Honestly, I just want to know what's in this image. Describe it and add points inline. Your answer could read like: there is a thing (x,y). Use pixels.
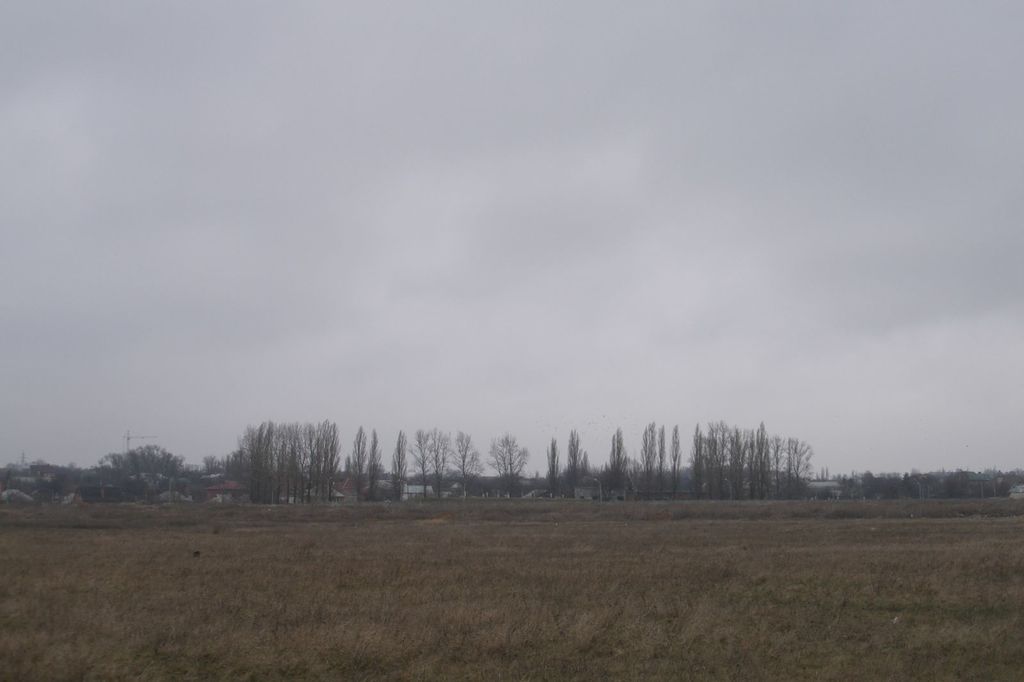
In this image we can see some trees (757,447), grass (538,502), houses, also we can see the sky (526,305).
